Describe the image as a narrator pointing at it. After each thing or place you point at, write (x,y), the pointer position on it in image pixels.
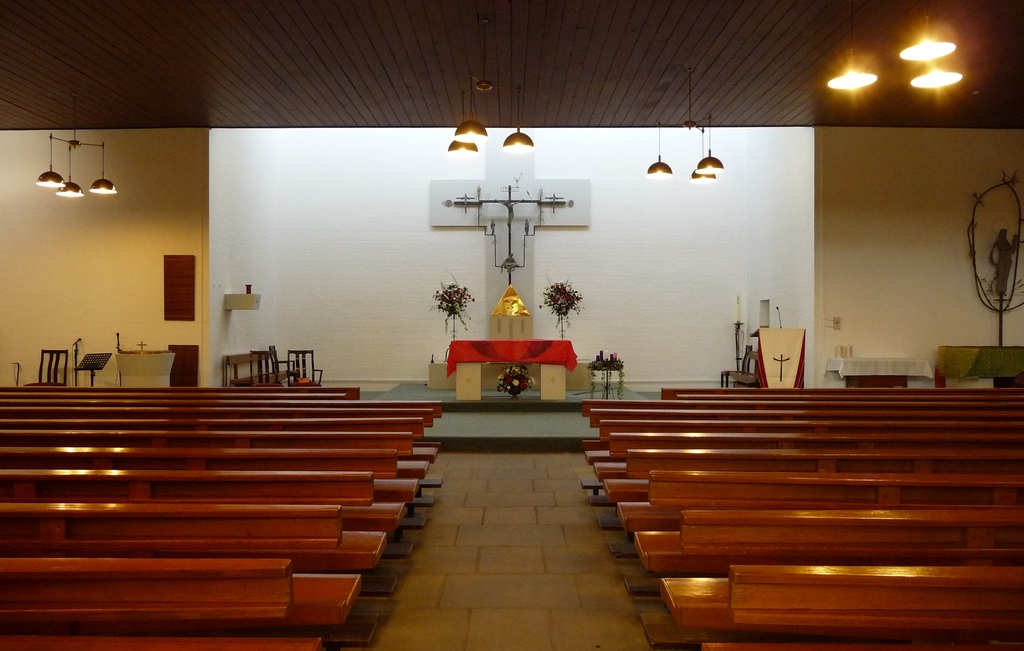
In this image we can see the inner view of a church (430,233) and there are some benches (245,451) and we can see a podium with a mic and there are some other objects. We can see a table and there are few flower vases (504,383) and we can see the cross (517,198) attached to the wall (536,328). There are some lights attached to the ceiling (828,56).
